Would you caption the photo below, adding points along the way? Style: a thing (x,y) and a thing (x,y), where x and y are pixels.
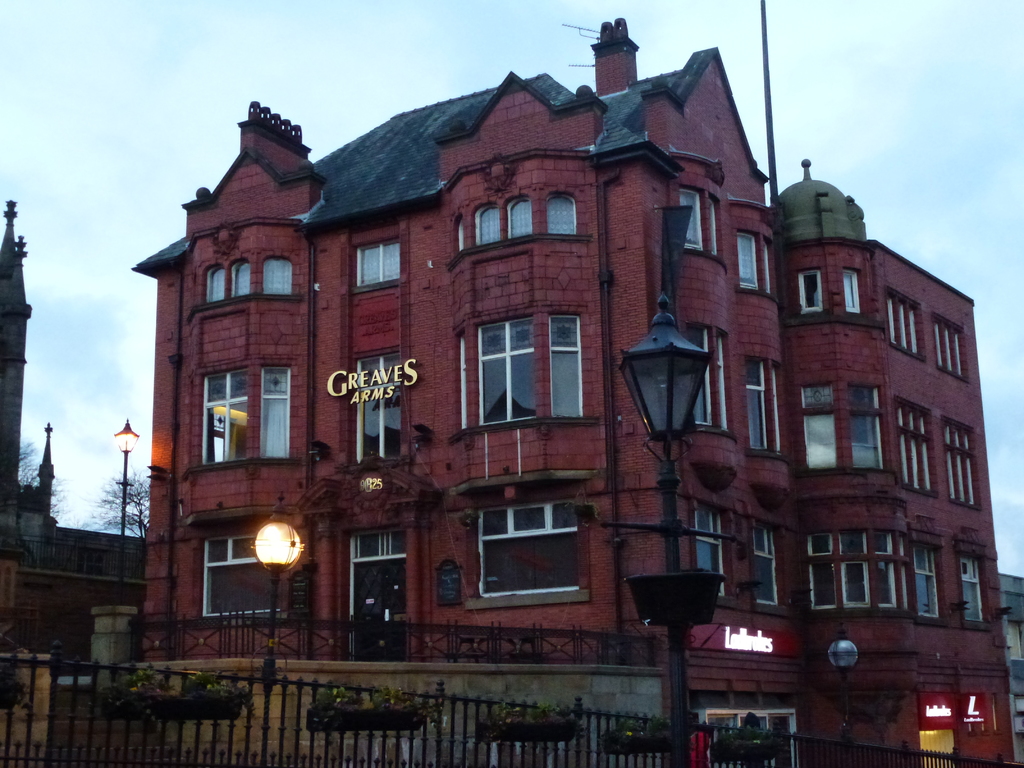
In the picture I can see a building (723,265) which is in red color and there is something written on it and there are few windows (566,330) on the walls (890,468) of the building (539,470) and there is a fence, few lights (125,507), a tower (13,391) in the left corner (13,391).
